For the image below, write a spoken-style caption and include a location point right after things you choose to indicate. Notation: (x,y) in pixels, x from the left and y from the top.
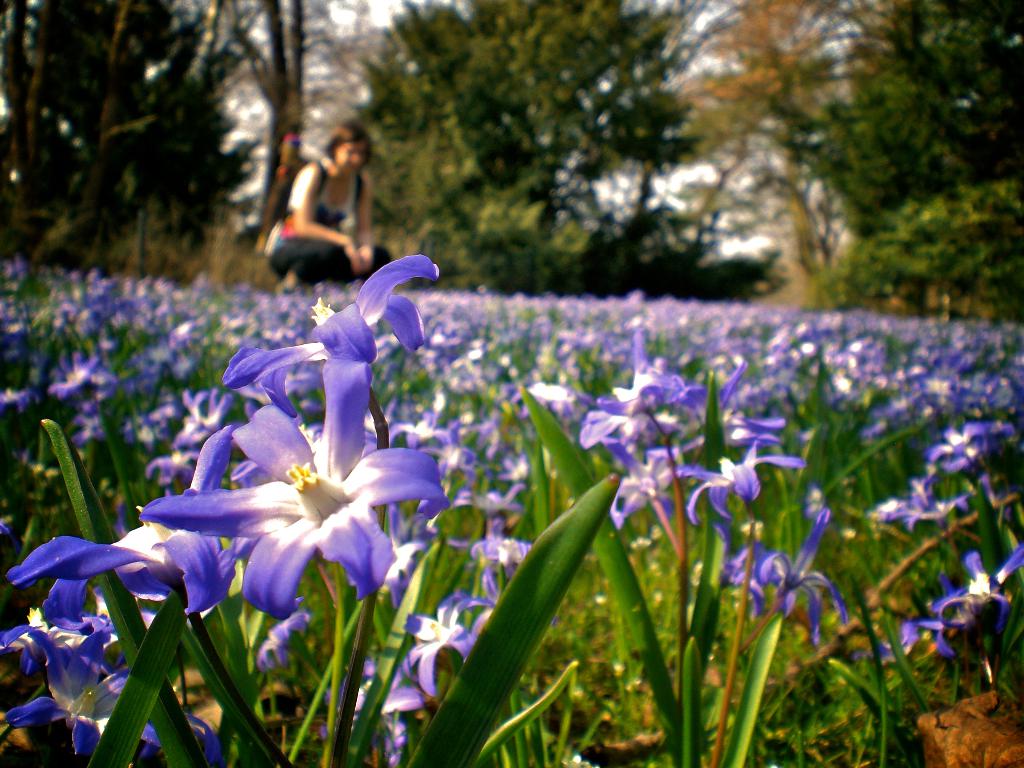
In the foreground of the picture (62,342) I can see the flowering plants (420,329). In the background (445,180), I can see the trees (459,148). There is a woman (349,142) on the left side (300,230).
